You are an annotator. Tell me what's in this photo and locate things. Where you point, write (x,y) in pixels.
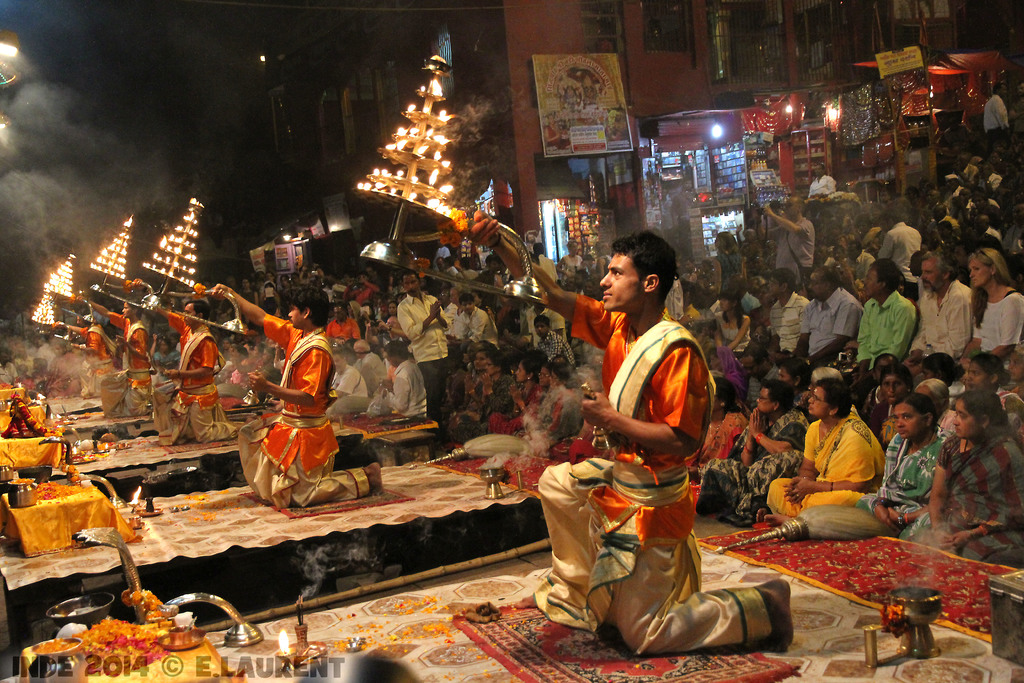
In the image in the center (646,302) we can see few peoples (563,471) were in traditional costume (305,374) and they were performing " Aarti". Around them we can see few traditional objects (291,655) and blankets (379,633). In the background (381,61) we can see lights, building (799,19), wall (1012,46), windows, shops (754,135), banners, sign boards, plastic packets (596,216) and group of people (856,298) were sitting and watching them.
